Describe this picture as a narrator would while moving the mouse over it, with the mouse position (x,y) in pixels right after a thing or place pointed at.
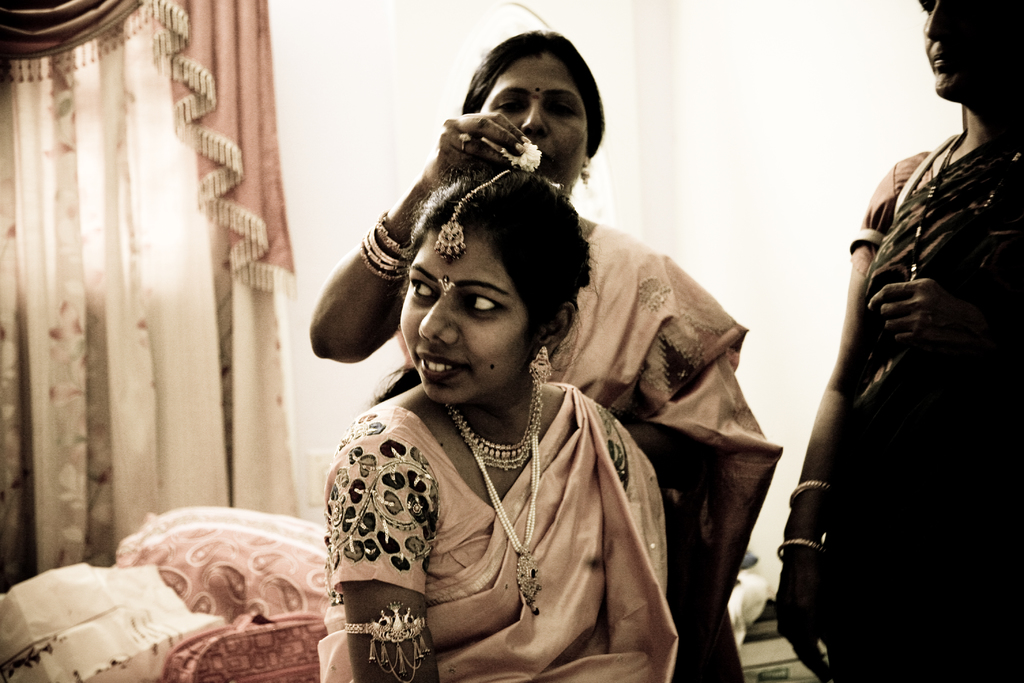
In this image there are persons (626,336) standing and sitting. In the front (476,394) there is a woman (482,470) smiling. In the background (160,177) there are curtains (267,216) and there are objects (179,578) which are pink and white in colour.
